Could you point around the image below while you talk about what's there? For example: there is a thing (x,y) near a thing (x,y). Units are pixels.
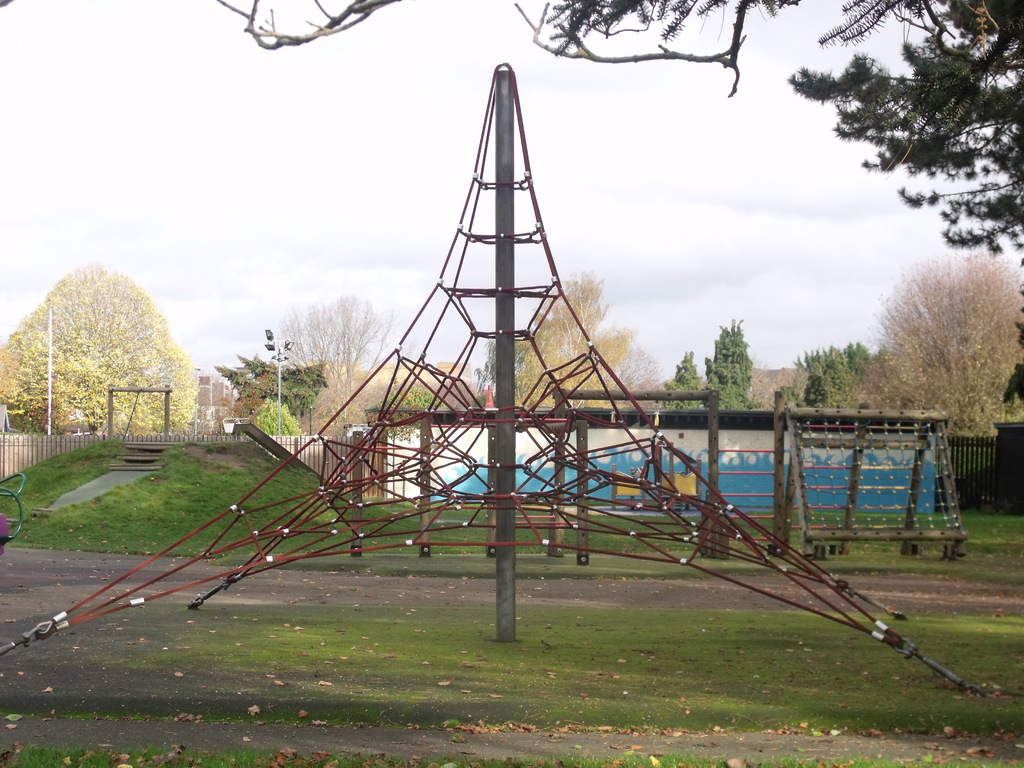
In the picture we can see the grass surface (352,753) on it, we can see some playground climbing objects (782,537) are placed and behind it, we can see the wall (538,465) and behind it we can see the trees (951,153) and the sky (583,242) with clouds (453,259).
